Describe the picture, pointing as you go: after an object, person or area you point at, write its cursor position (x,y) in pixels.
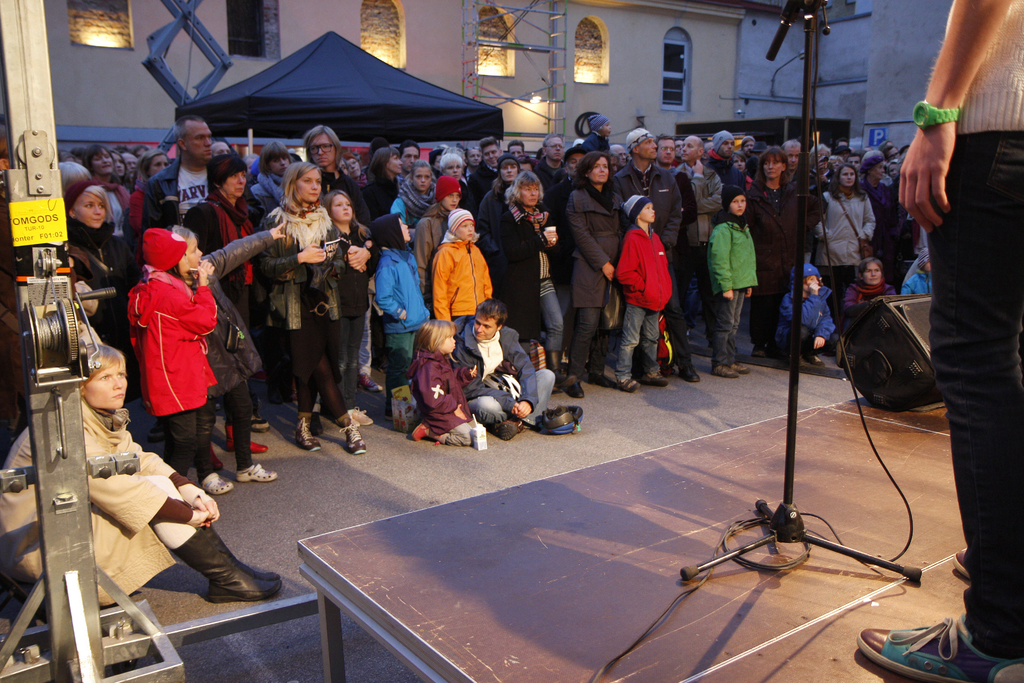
In the foreground (550,334) I can see a crowd (509,338) on the road (702,366) and a person (949,296) is standing on the stage (749,477), mike (797,511), speakers (918,331). In the background (113,56) I can see a building (725,85), tent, windows (509,59) and lights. This image is taken during night on the stage (498,528).
